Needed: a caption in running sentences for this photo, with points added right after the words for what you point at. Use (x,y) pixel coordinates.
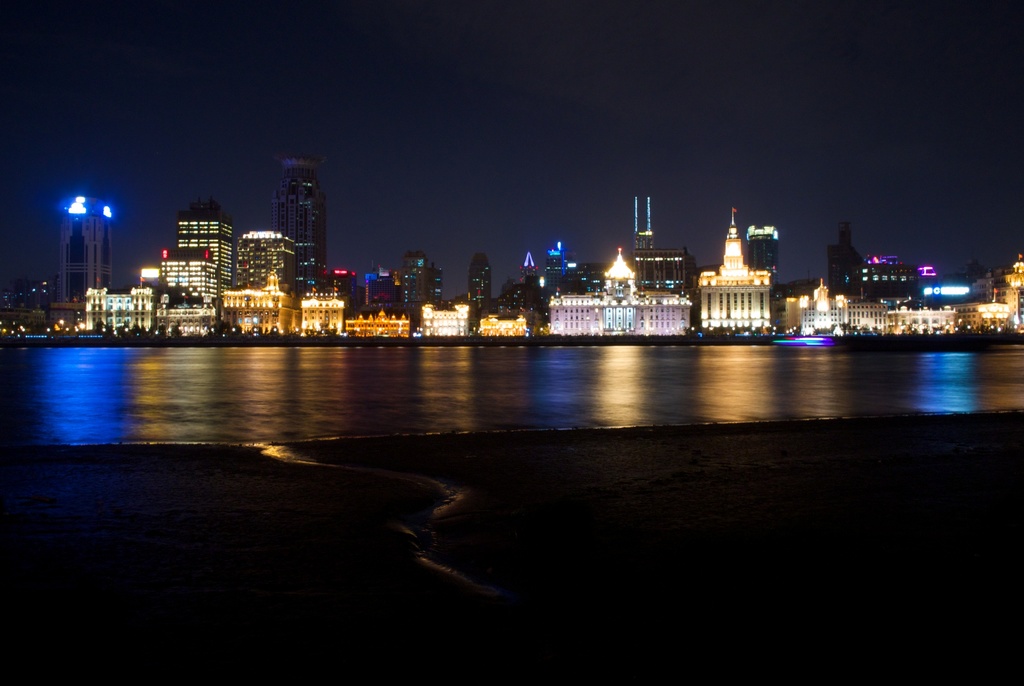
In this picture we can see water (640,347) and ground (593,478). In the background of the image (318,320) we can see buildings (751,296), lights (815,298) and sky (557,177).
